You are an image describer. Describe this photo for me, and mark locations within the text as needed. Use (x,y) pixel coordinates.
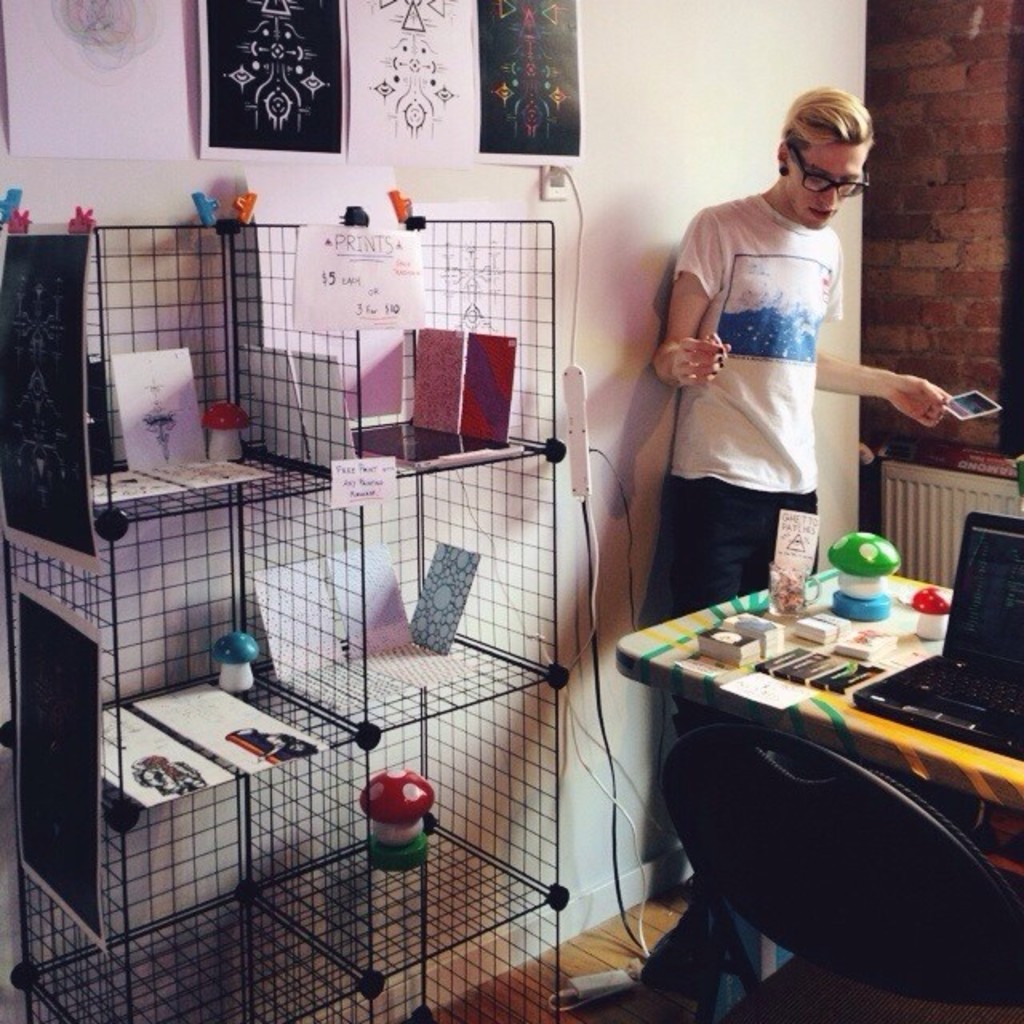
In this image I can see a man (756,353) wearing white color t-shirt (749,357) and standing. He is holding a paper (953,408) in his left hand (926,401) and looking at the floor (637,947). This is an image clicked inside the room (537,774). On the right side of the image (858,747) there is a table (931,768). I can see laptop (986,628) and some toys (871,595) on the table (903,596). Just beside the table (909,735) there is a chair (837,860). On the left side of the image (121,825) there is a rack (143,926), few books (191,408) are arranged in it. On the top of the image (335,43) I can see some frames (279,53) are attached to the wall (606,66).
